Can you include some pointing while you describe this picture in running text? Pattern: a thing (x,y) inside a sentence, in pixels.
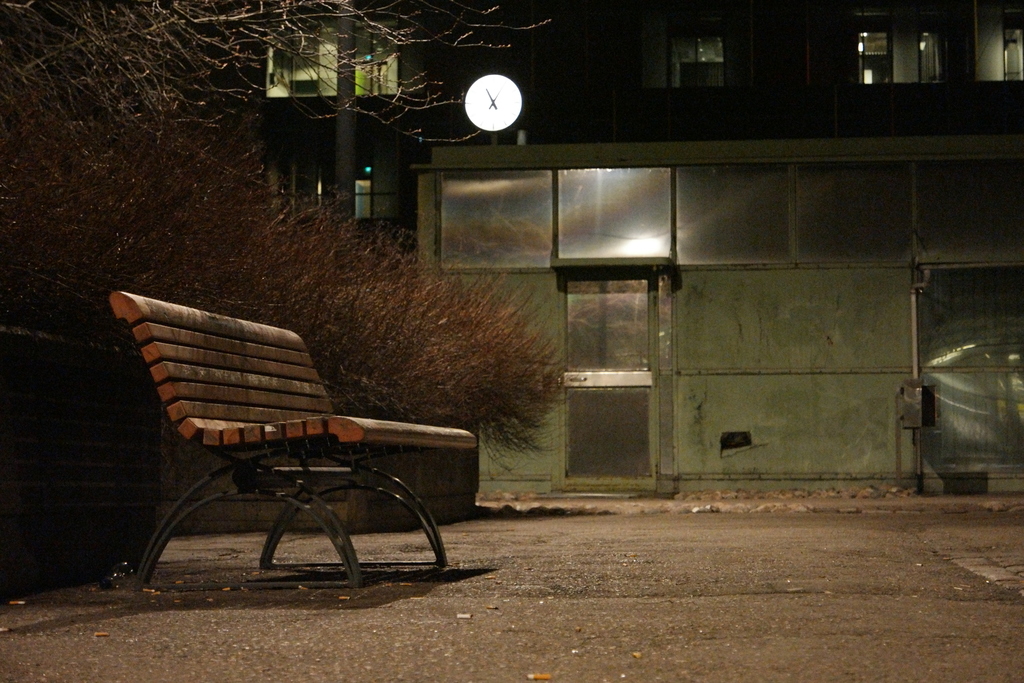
In the image I can see a place (485,374) where we have a building (496,183) to which there is a clock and also I can see bench (289,372), trees (353,282) and plants (52,276).
